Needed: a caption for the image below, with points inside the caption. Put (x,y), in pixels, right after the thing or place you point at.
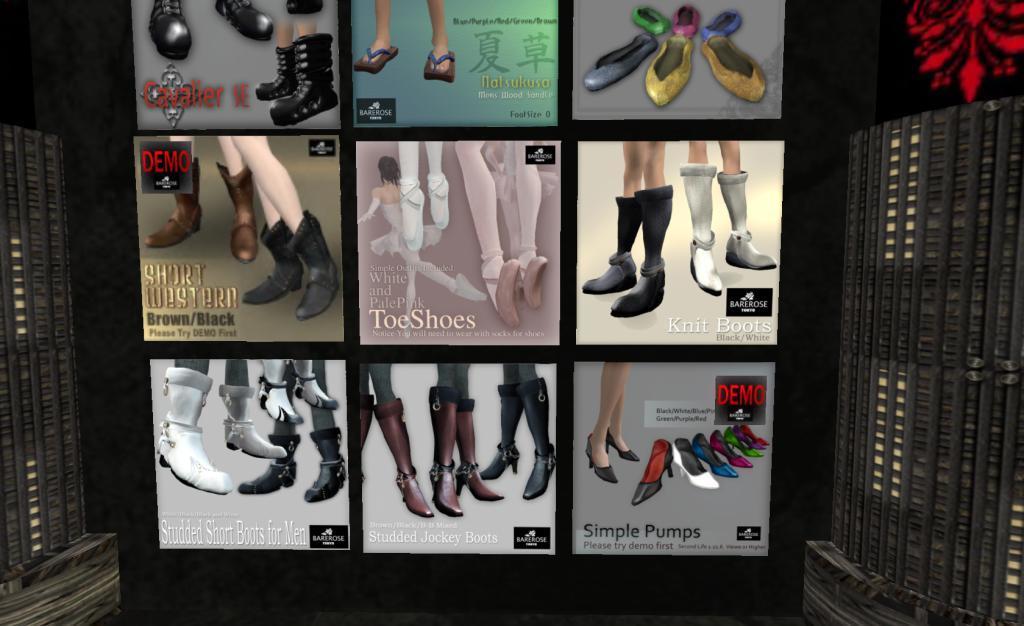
In the image there are shoe ad posters (248,392) on the wall (306,558).
